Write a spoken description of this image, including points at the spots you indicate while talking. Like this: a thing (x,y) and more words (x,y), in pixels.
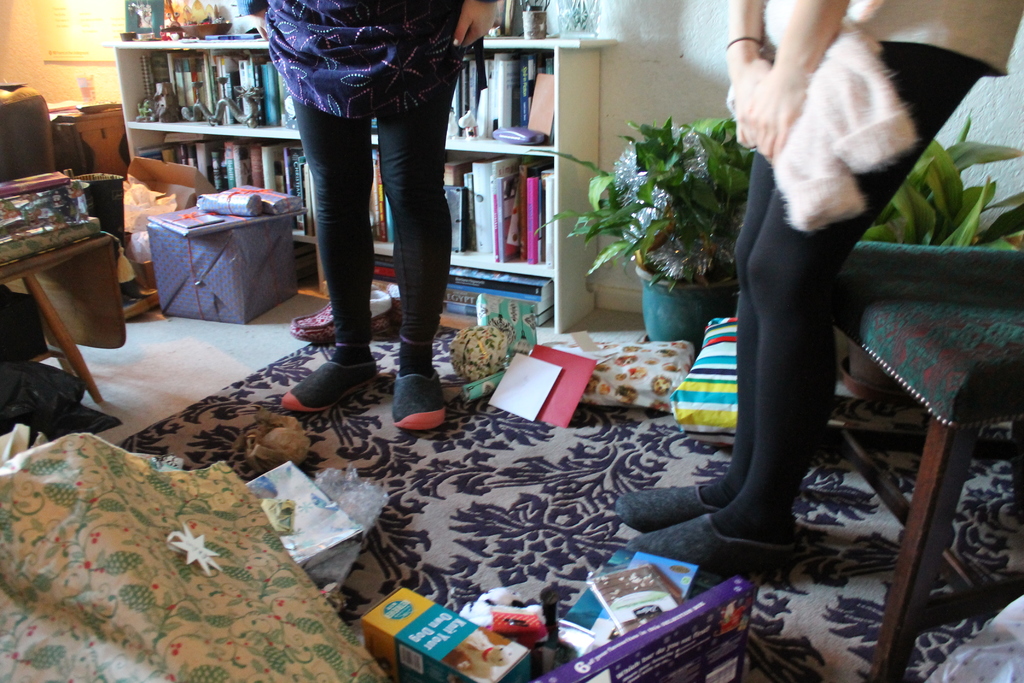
In this picture there are two members (787,263) standing on the carpet (398,462) which is on the floor (182,359). There are some books (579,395), pillows (647,364) and some boxes (437,637) placed on the carpet (425,535). In the background (205,125) there is a shelf (199,126) in which some books (241,80) were placed. There is a chair (935,319), plants (688,190) and a wall (640,48) here.
